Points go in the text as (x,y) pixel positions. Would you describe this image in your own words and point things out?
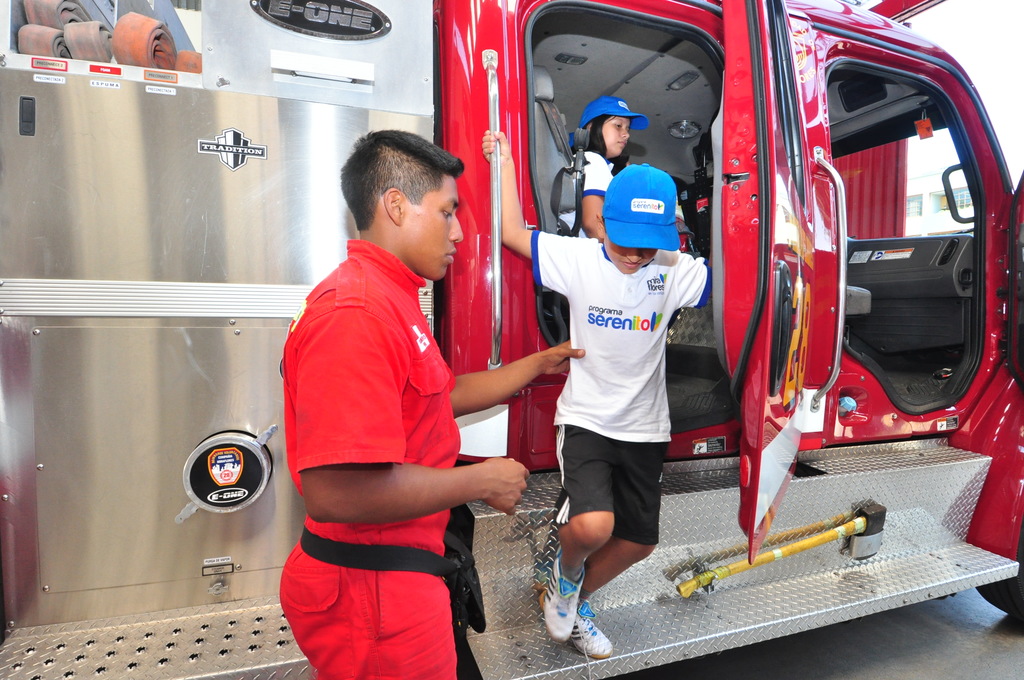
In this there is a vehicle (438,104) in red color. To the back door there is a boy (626,311) with white t-shirt (628,362) is getting down. And there is a blue cap (642,196) on his head (628,252). Behind him there is a person (586,114) with white t-shirt (595,173) and blue cap (611,108) is sitting inside. To the vehicle steps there is a hammer (862,525). There is a man (391,398) with red uniform (375,445) is standing. To the left (189,208) there is a iron box (146,332).
